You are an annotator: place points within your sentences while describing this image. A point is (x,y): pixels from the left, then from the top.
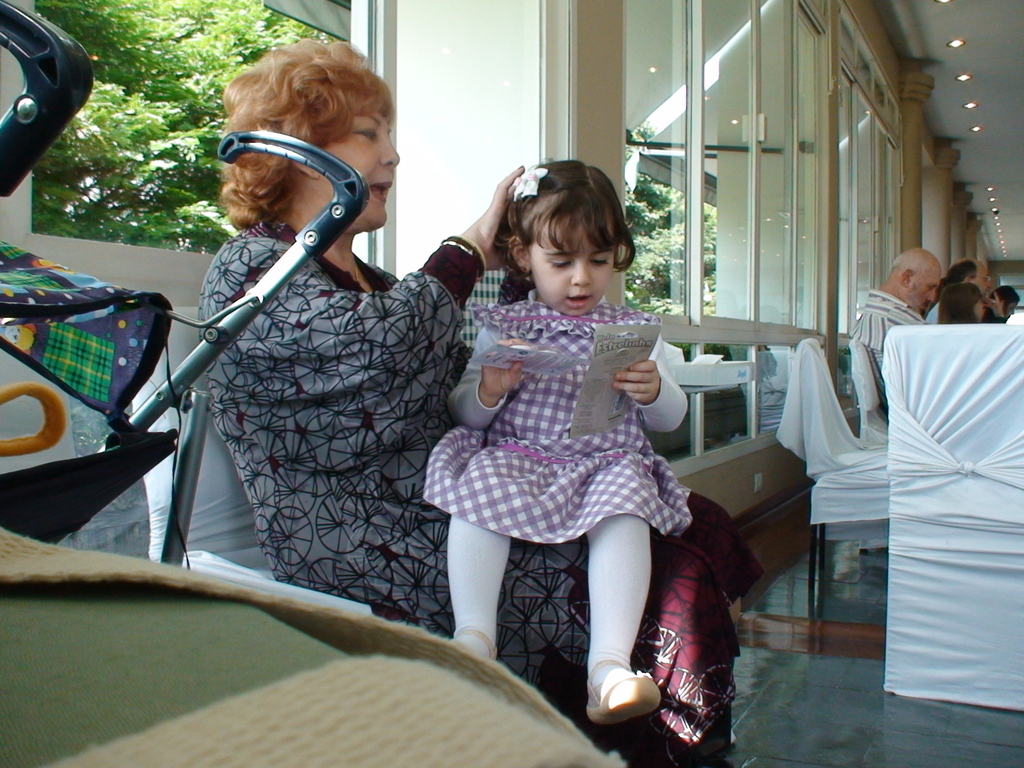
In the foreground of this image (562,456), there is a little girl (473,444) sitting on the woman (317,479). On the left side of the image (77,467), there is a baby cart (163,397). In the background (926,297), there are persons (941,296) sitting on the chair (927,374) and few windows (792,241).
